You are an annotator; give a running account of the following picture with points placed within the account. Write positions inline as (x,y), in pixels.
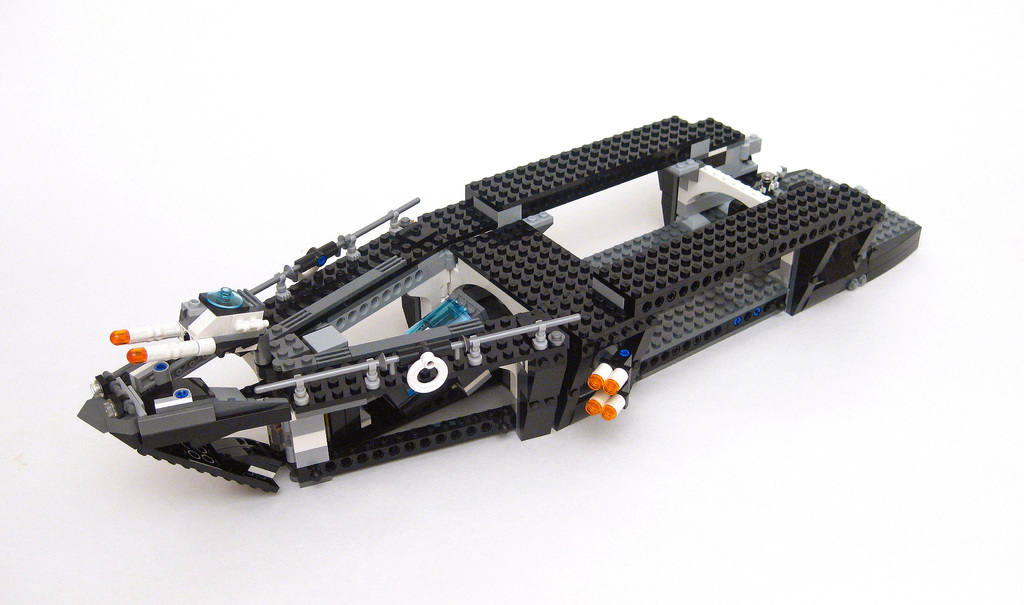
In this image, we can see a building blocks toy (504,334) is placed on the white surface (925,510).
